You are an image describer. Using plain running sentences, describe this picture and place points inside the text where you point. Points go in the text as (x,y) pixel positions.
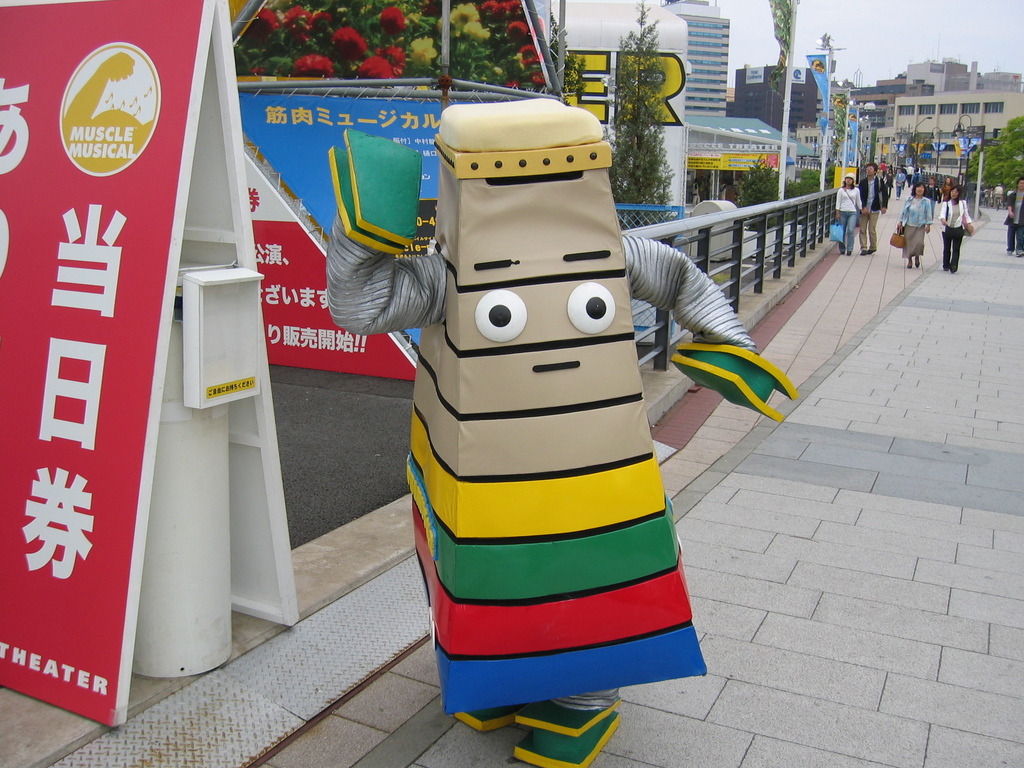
In this image in the center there are group of persons (871,196) walking. In the front (551,300) there is a person (541,407) wearing a costume (549,414) and standing and there are banners (278,273) with some text (273,261) written on it. In the background (748,103) there are flags (842,124), buildings (736,87), trees (1003,153), and there is a railing (742,229).
